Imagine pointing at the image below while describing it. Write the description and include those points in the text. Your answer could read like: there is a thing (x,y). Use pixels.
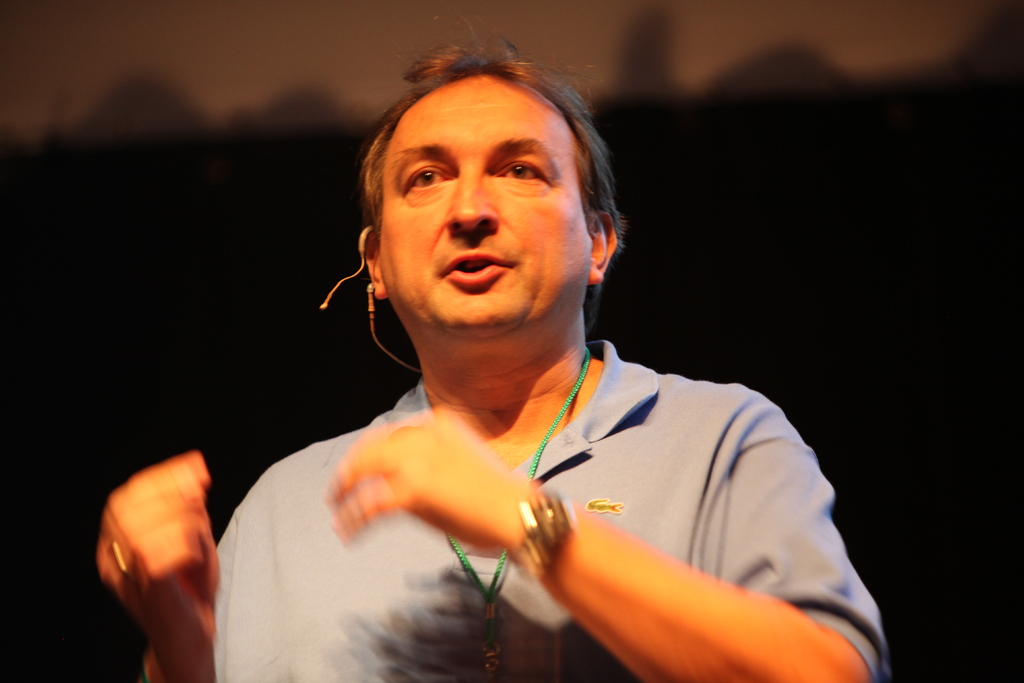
In this image there is a person (509,411). The background (718,225) is dark.
